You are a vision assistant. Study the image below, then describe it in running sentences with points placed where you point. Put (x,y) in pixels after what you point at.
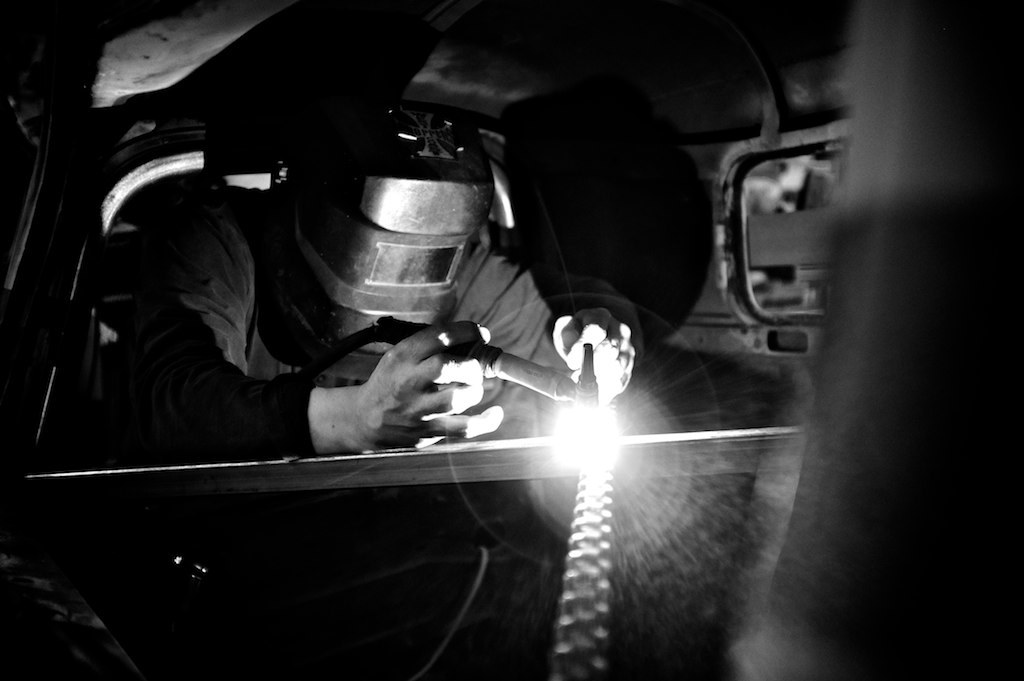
This picture is in black and white. In the center (430,379), there is a person (286,253) wearing a helmet (324,214). There is a pipe (568,383) and a torch (586,358) in another hand (573,355). He is working on something.
